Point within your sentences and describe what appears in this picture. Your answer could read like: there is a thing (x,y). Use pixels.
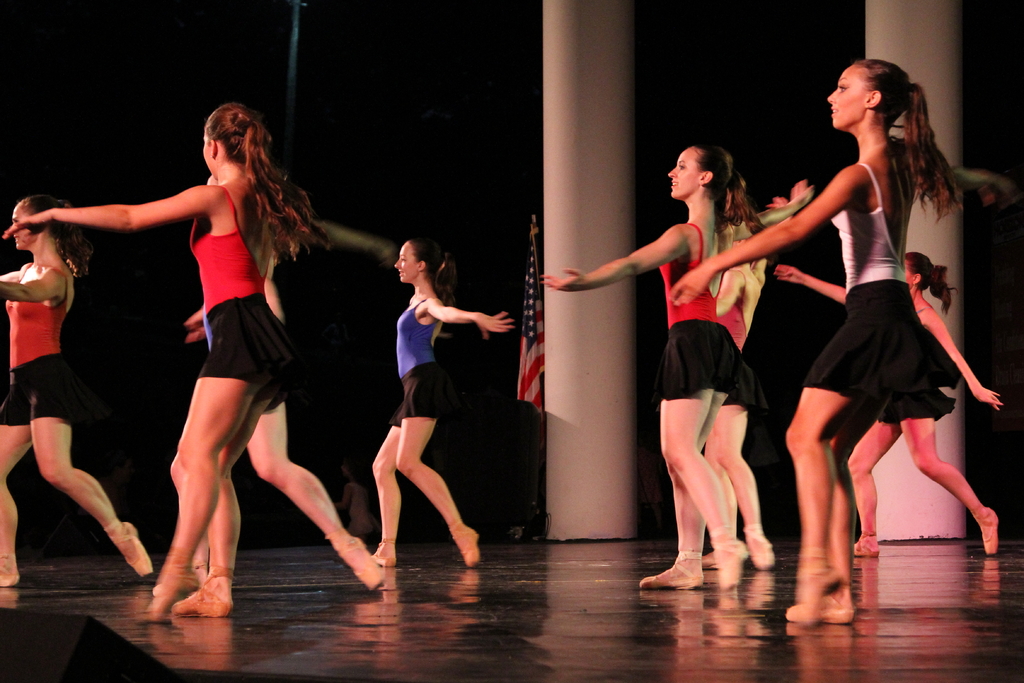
In the image there are few women (279,429) in vest (672,263) and skirt (920,333) dancing on the stage (193,646) and behind there is a flag (526,335) beside a pillar (607,220).
